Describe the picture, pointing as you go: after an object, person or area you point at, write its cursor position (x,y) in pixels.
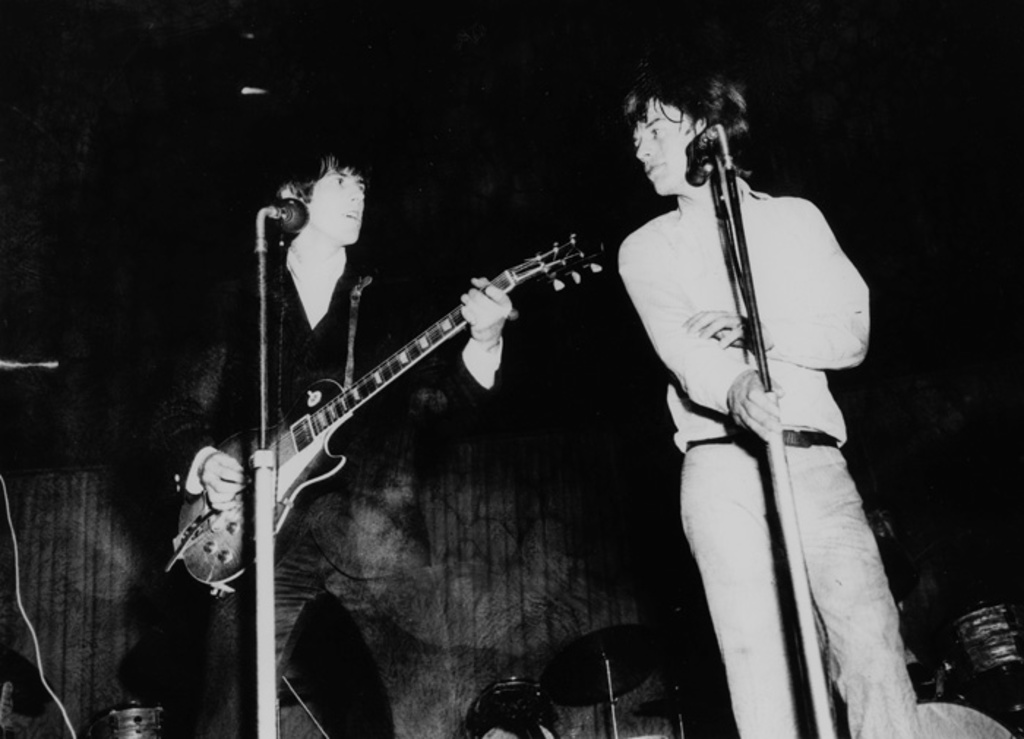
This picture shows two men (236,691) standing and a man (483,279) holding a guitar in his hand (511,314) and we see two microphones (289,216) in front of them.
